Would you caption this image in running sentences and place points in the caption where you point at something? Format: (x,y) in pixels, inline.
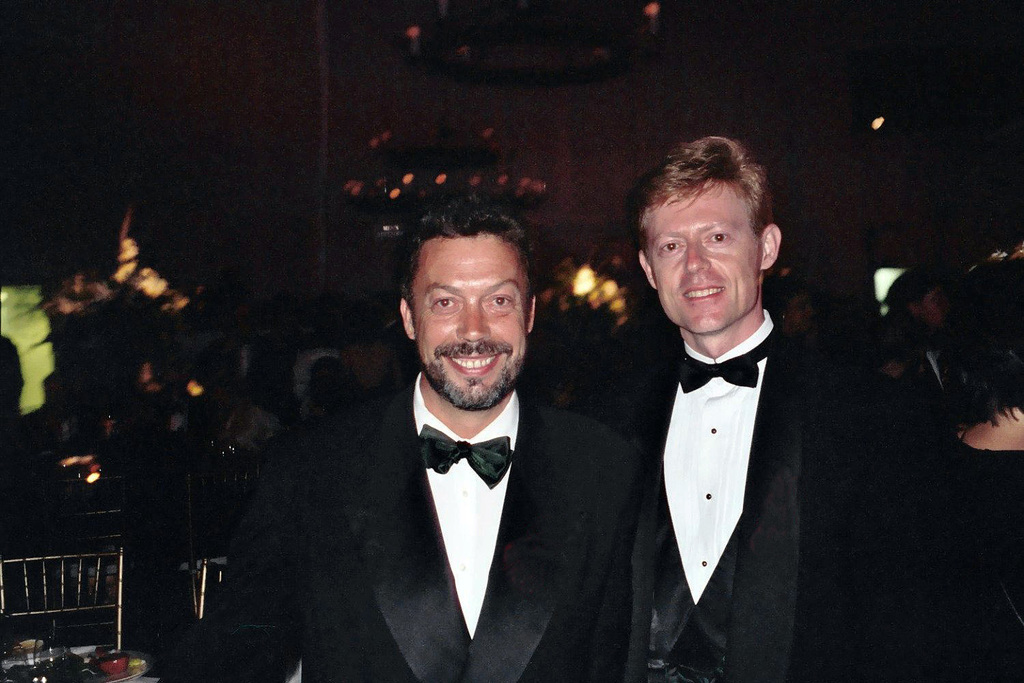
In the image to the front (520,517) there is a man (526,478) with black jacket (432,537) and white shirt (475,525) is standing and he is smiling. Beside him to the right side (821,394) there is a man (803,610) with black jacket (800,544) and white shirt (722,485) is standing and he is smiling. To the bottom left corner of the image (72,567) there is a chair (62,595). In front of the chair (119,606) there are few things (121,658).
